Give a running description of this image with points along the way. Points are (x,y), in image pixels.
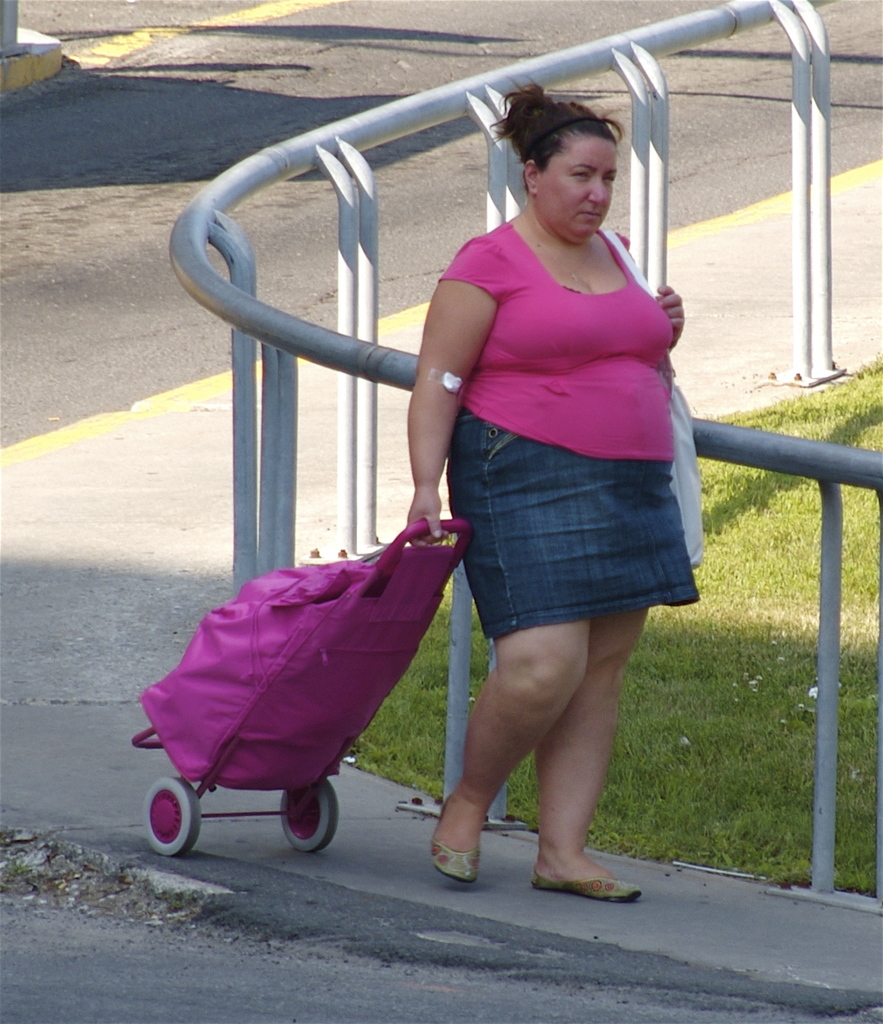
In this picture I can see a woman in front (494,745), who is on the path (37,575) and I see that she is holding a pink color trolley (333,812) and behind her I can see the railing (235,184) and the grass (847,725). In the background (59,269) I can see the road (289,252), on which there are yellow lines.
